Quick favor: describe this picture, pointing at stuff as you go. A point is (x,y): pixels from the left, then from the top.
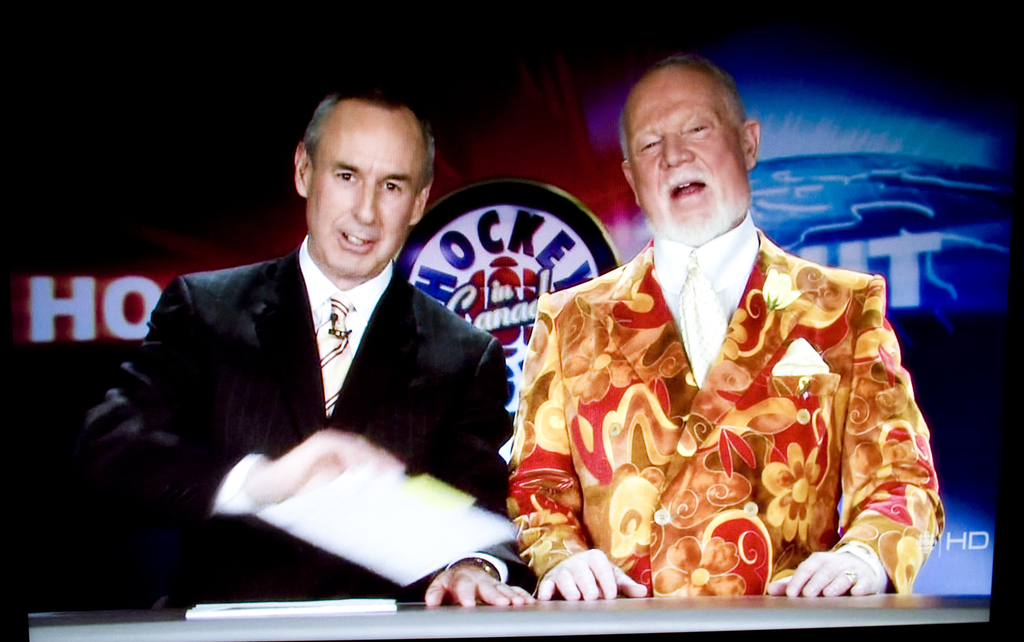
In this picture we can see two men (164,375) wore blazers (283,358), ties (699,354) and talking and in front of them on the table (902,608) we can see papers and in the background (771,212) we can see a banner (884,135).
